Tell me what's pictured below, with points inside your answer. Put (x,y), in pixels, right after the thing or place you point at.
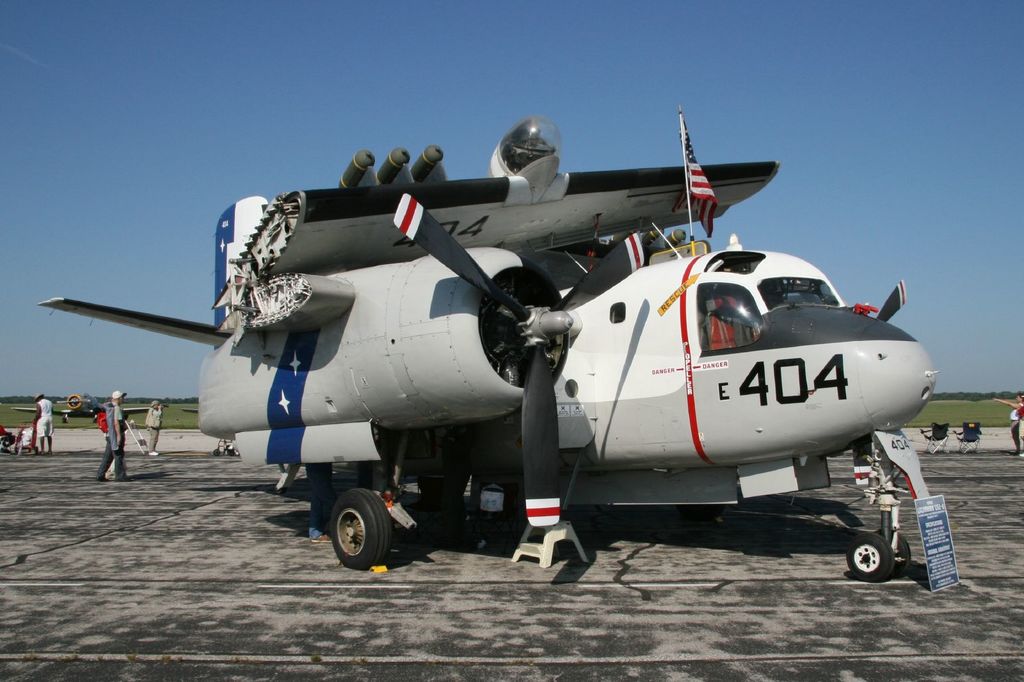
In this picture I can observe an airplane (548,400) on the runway (146,528). On the left side (114,418) there are some people (106,428) standing on the runway (131,438). In the background (200,103) there is sky (541,70).
